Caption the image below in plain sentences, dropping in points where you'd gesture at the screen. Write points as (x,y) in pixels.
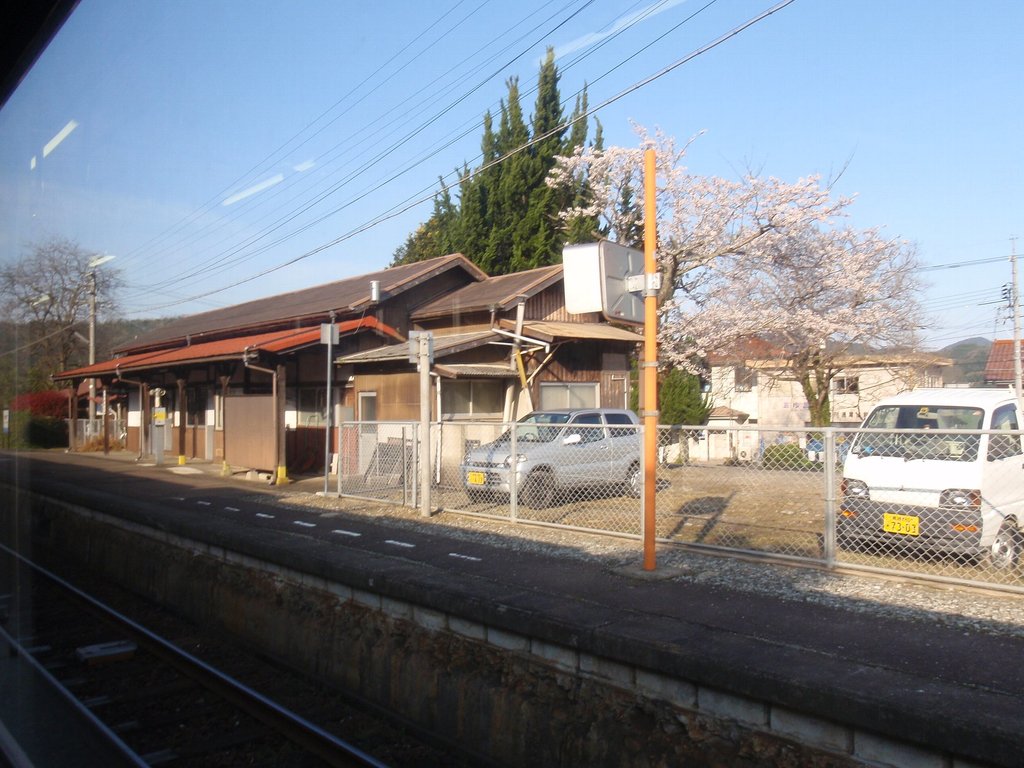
In this picture I can see a railway track (229,672) on the left side (111,664), on the right side (857,346) there are vehicles (913,452), trees (795,316) and a building (898,374). In the middle (443,258) it looks like a wooden house (335,400), at the top (310,100) there is the sky (310,103).
